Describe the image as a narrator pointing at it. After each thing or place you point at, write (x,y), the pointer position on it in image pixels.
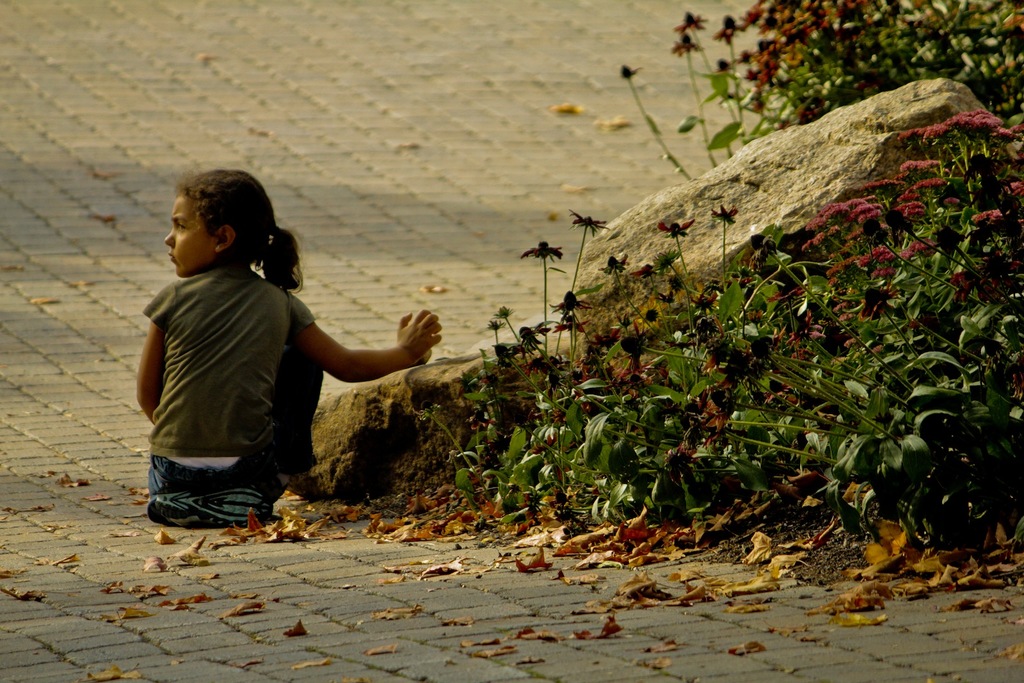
In this there is a person (230,368) sitting on the road (339,566). Beside her there are rocks (705,229) and plants (821,334).
